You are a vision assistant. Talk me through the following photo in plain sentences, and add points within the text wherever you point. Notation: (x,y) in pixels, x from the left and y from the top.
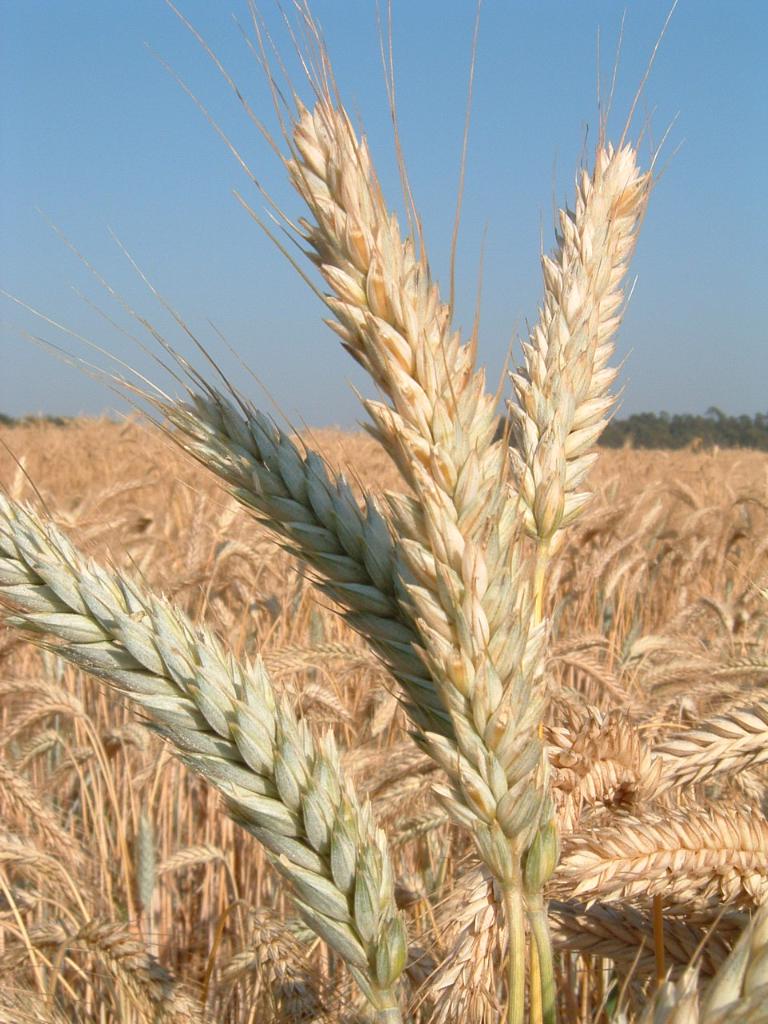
In this image I can see grains plants (411,591) in the front (376,939). In the background (728,438) I can see number of trees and the sky (688,293).
